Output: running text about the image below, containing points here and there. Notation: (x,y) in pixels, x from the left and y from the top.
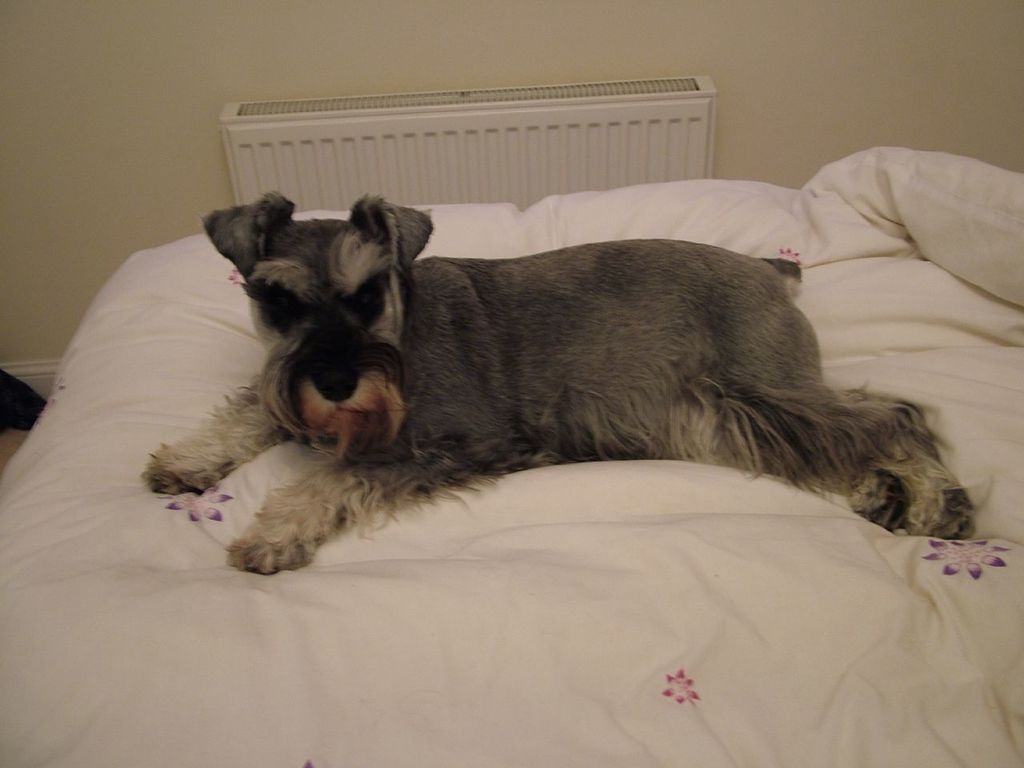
In the image we can see there is a bed (252,367) on which there is a dog (637,414) lying on it.
